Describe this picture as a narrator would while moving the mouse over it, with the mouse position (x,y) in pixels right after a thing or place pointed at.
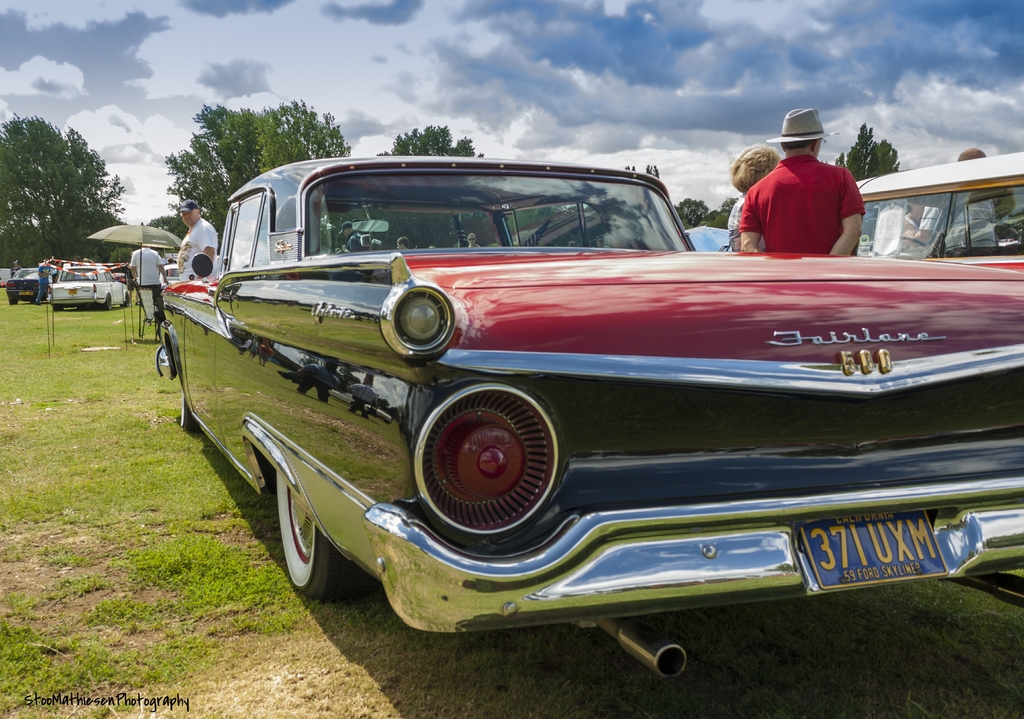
In this image I can see few vehicles (272,309) on the ground (102,461). These vehicles (191,328) are in different color. To the side of the vehicle (458,267) I can see few people (153,285) with different color dresses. I can also see one person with the hat (786,139). In the background (27,186) there are many trees (28,208), clouds (400,128) and the sky (171,97).
